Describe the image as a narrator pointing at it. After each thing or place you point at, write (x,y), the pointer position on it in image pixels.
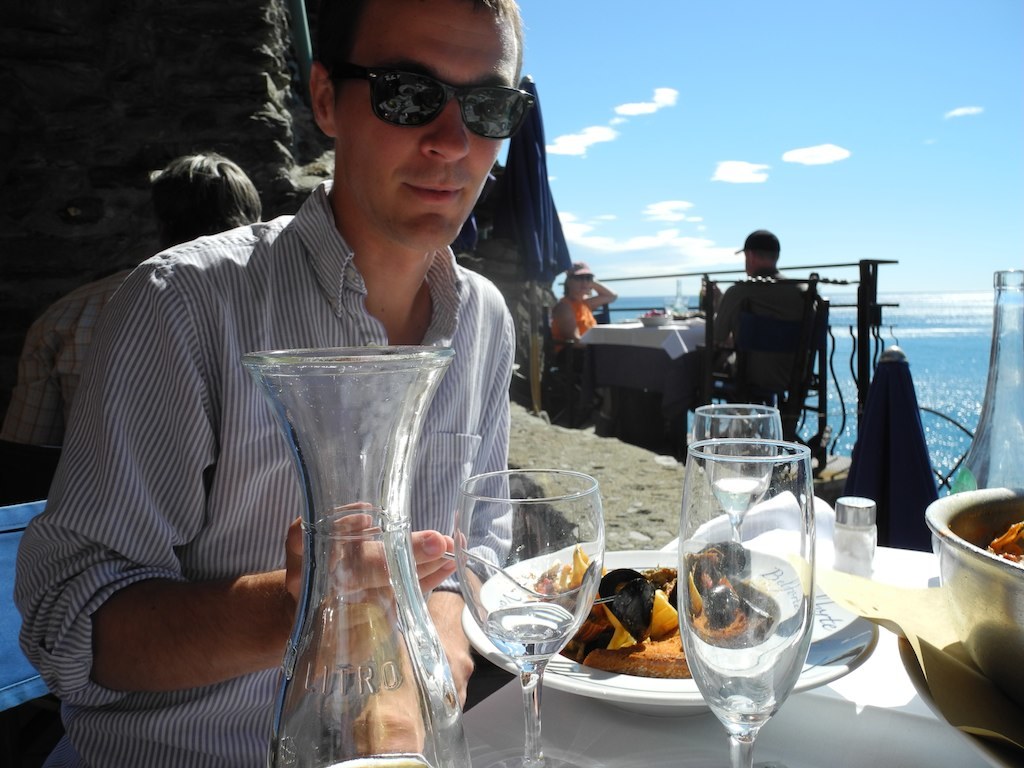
In this image I can see a group of people (466,418), table (635,724), glasses (778,676), plates (596,681), bowl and chairs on the terrace (586,531). In the background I can see water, and the sky (805,185). This image is taken may be on the terrace (873,278).
